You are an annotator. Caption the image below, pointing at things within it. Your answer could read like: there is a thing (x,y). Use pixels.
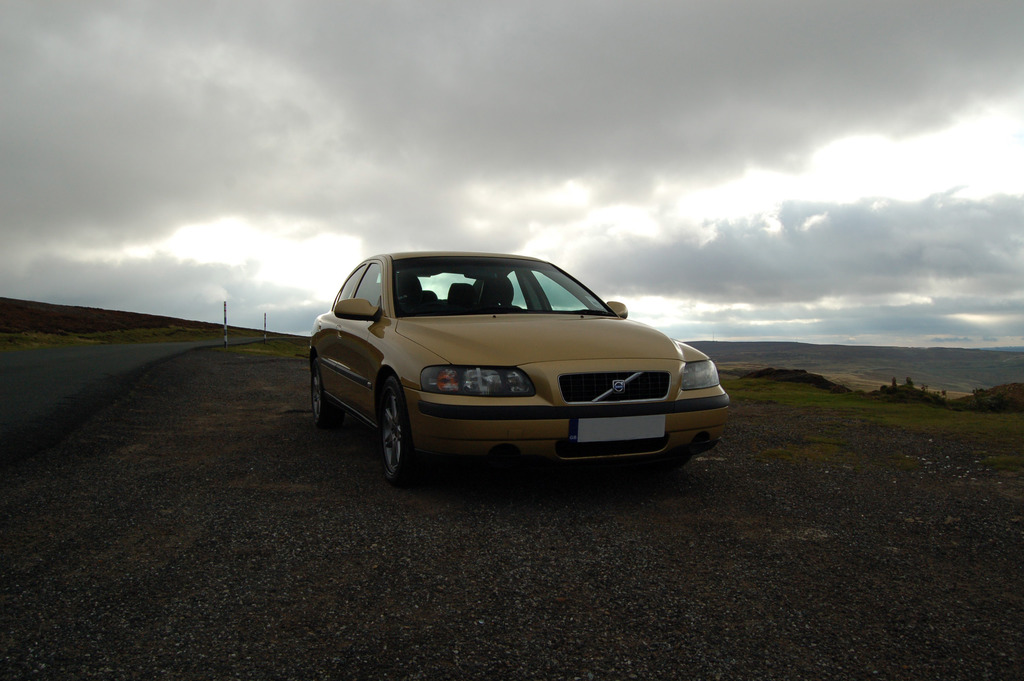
In this image we can see a car (482,438) on the road (445,466). On the backside (678,161) we can see poles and the sky (211,152) which looks cloudy.
